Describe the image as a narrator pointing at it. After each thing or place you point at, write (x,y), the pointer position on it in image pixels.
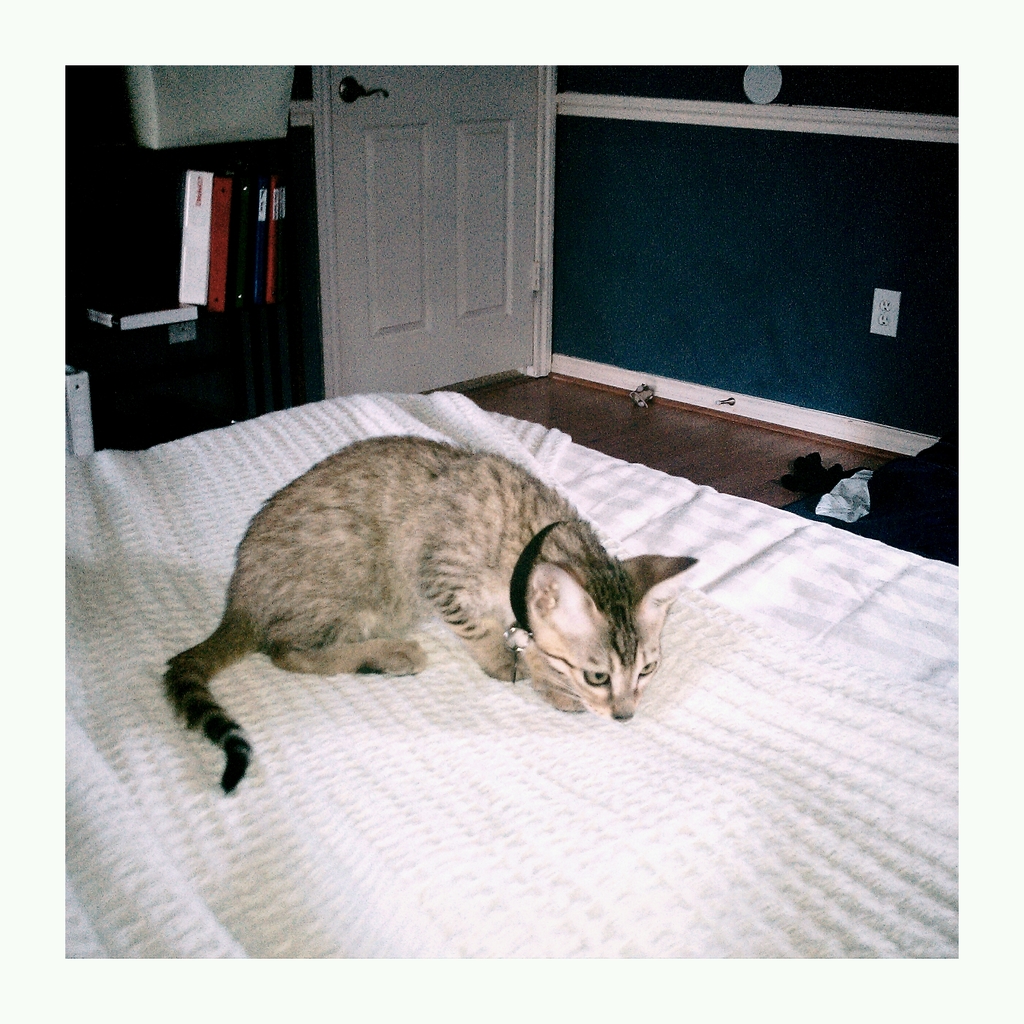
In this image I can see a cat (411,484) on a bed (313,452). In the background (182,247) I can see few books (180,239) and a door (394,227).
